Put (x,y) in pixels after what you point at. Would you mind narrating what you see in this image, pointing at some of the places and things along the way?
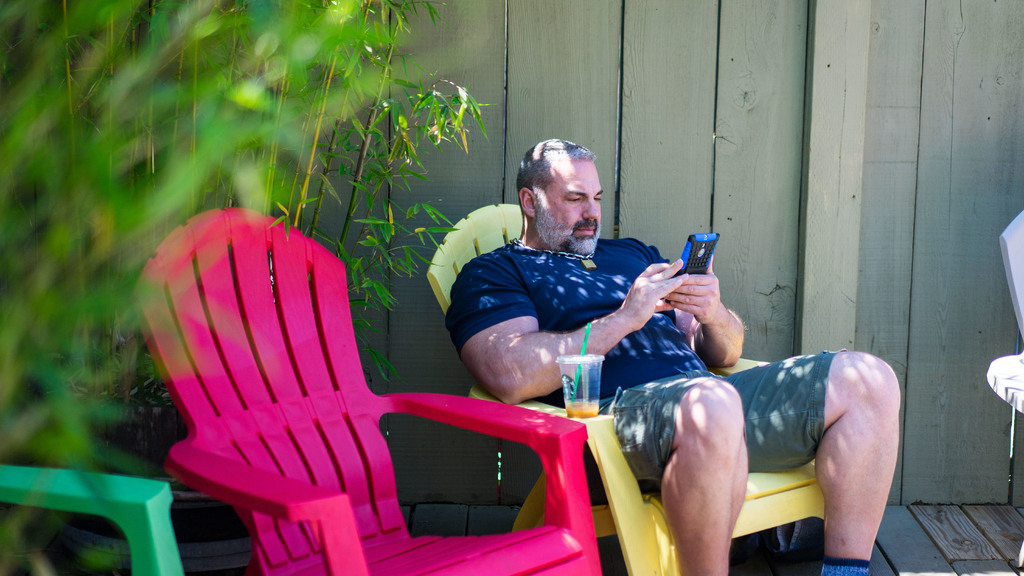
There is a man (560,288) with blue t-shirt (528,285) sitting on a yellow chair (465,238). He is holding a phone (699,254) and looking into the phone (714,244). There is a wooden wall (614,91) at the back (636,88), there is a pink chair (495,406) at that right of the man (517,399), there is a tree (59,12) behind this pink chair (491,417), there's a green chair (132,480) to the right of the pink chair (193,475).
